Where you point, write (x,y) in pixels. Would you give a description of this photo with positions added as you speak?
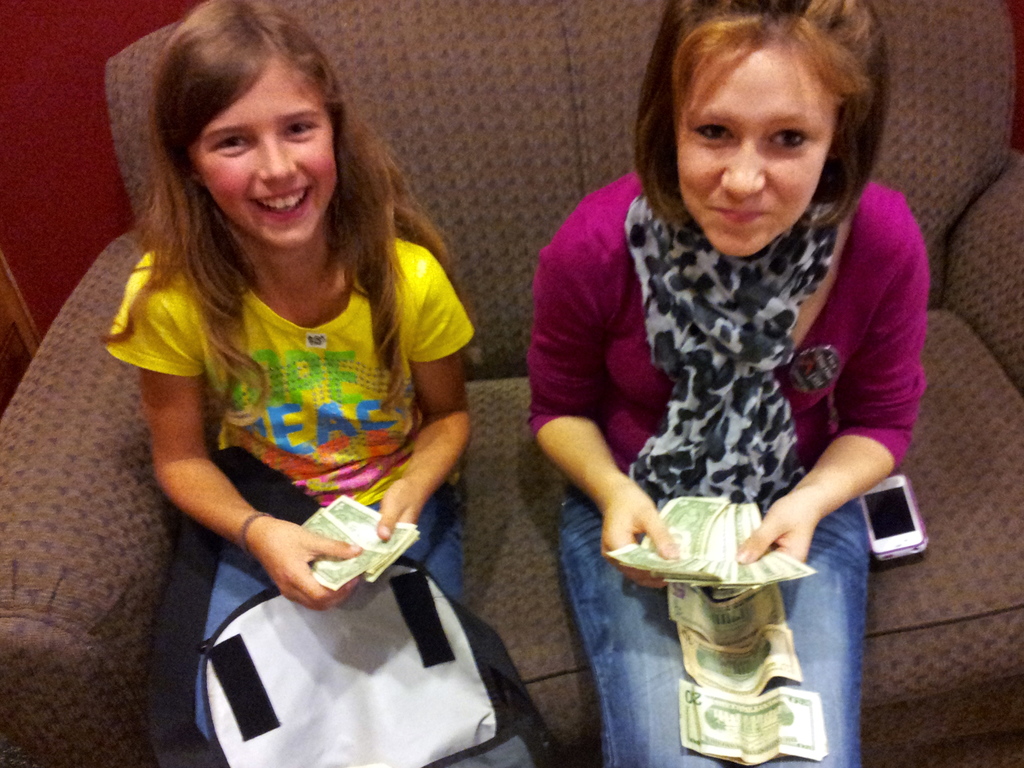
In this image I can see two persons (727,356) are sitting on the couch (482,149) which is brown in color holding banknotes (700,556) in their hands (667,549). I can see a mobile (893,511) on the couch (873,576) and the red colored wall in the background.
